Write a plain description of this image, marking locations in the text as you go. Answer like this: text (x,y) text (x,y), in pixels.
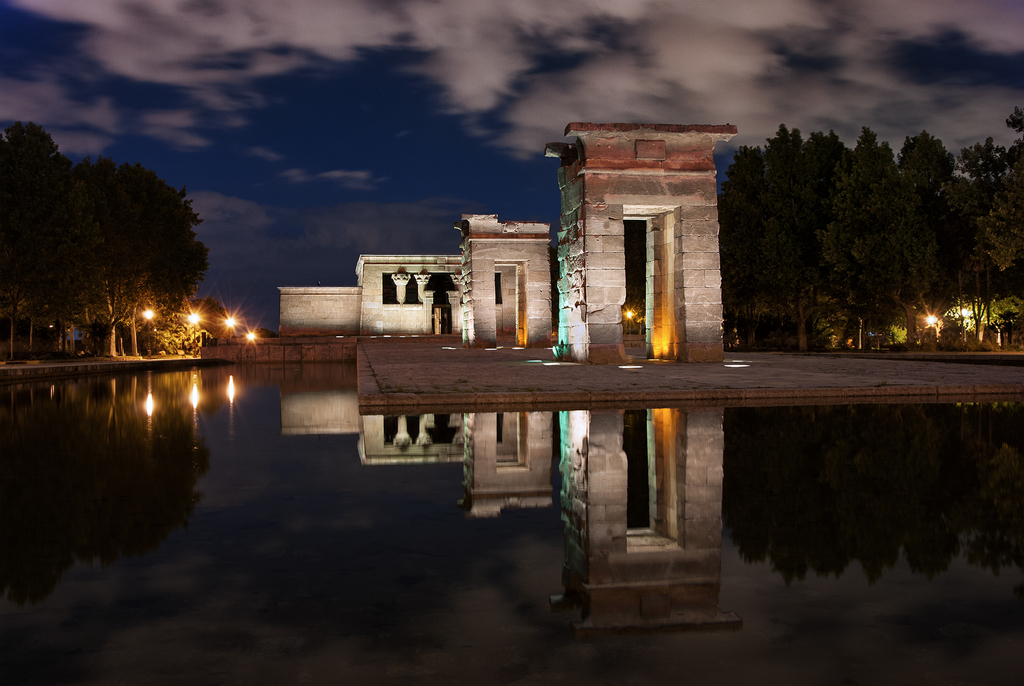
In the foreground of the picture (365,452) there is a water body (421,541). In the middle of the picture (575,390) we can see trees (179,314), street light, road (465,356), a construction (561,323). At the top (455,58) there is sky (490,61).
